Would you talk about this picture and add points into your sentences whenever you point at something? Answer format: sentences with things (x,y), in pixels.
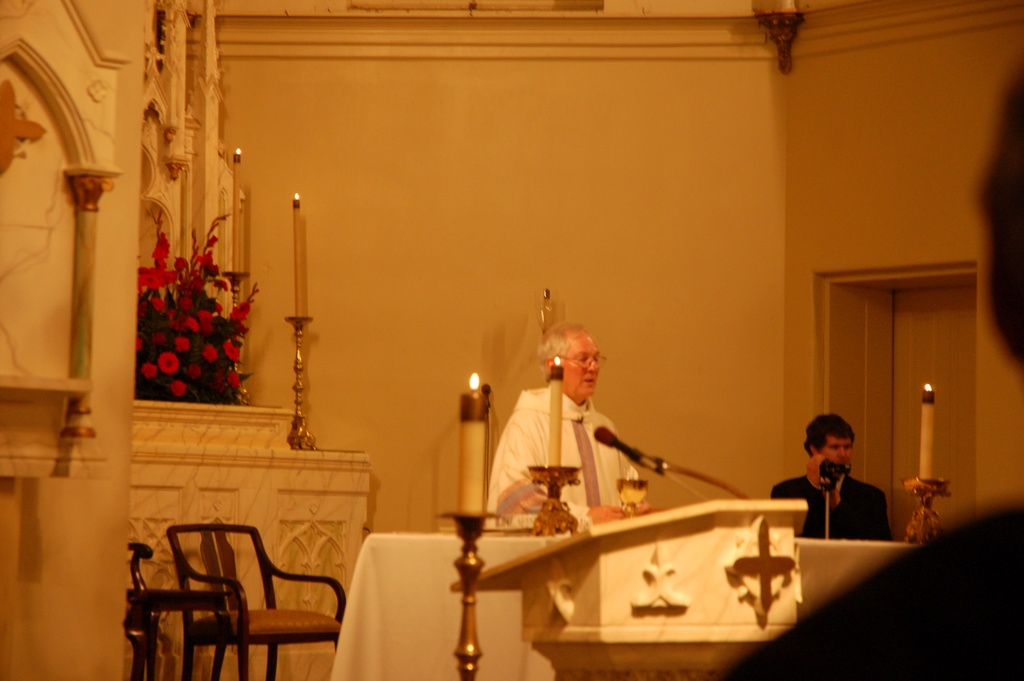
In the image we can see there are people (602,454) who are standing and there are candles (482,473) which are lighted on the stand (308,447) and there are chairs (276,627) and flower bouquet (196,342).
